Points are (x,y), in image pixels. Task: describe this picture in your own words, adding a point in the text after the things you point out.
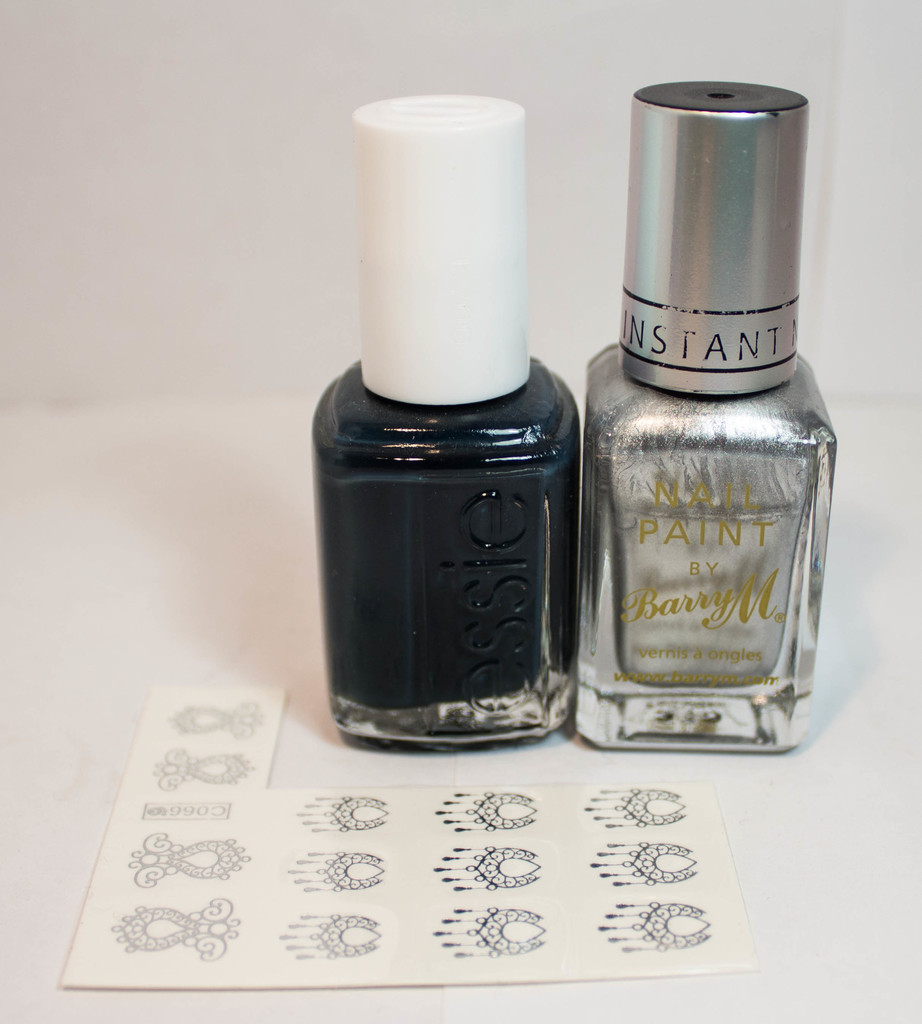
These are the two nail paint bottles (559,613).
